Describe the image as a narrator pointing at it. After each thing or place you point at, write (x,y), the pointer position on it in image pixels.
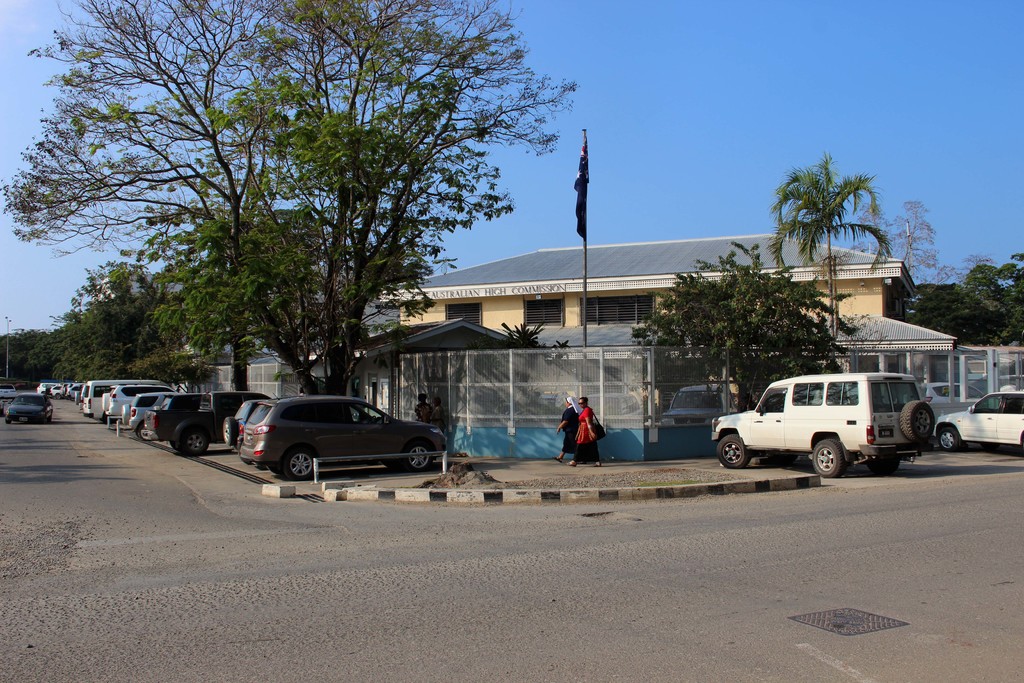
There is a road (289,509). Near to the road (274,612) there is a sidewalk (654,465). Two people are walking on that. Also there are many vehicles (414,450) parked. In the back (207,245) there are trees (692,317), railings (547,384), flag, building (550,282) with windows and sky (679,81).
